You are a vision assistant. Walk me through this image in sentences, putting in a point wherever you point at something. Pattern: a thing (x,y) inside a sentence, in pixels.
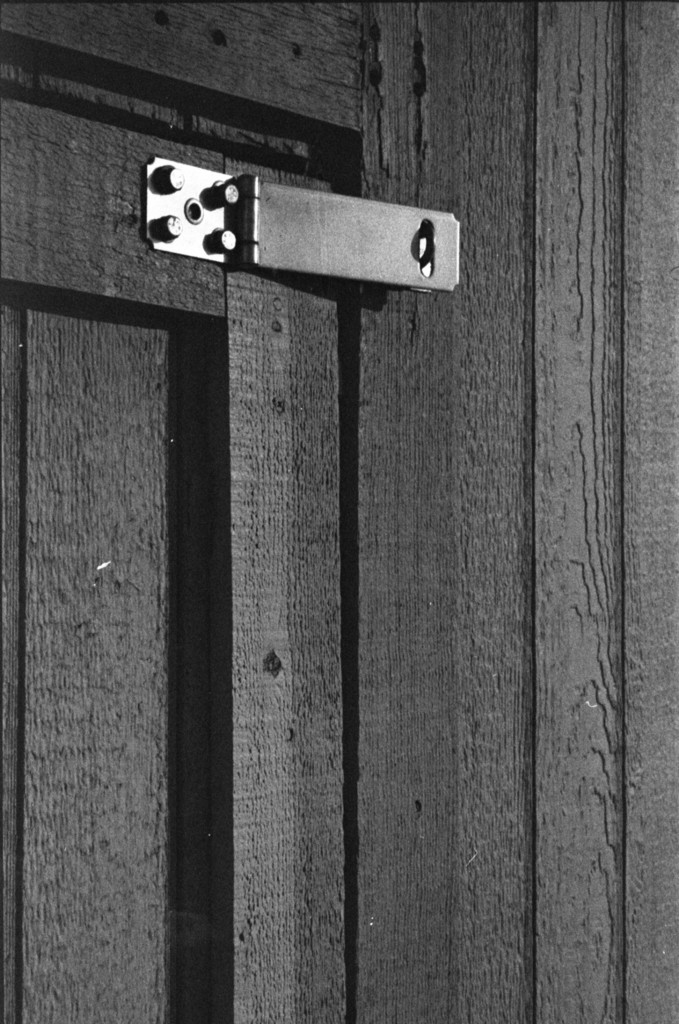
In this picture I can see the black door (206,465) and wooden wall (481,468). At the top (154,202) I can see the hook (396,271).
